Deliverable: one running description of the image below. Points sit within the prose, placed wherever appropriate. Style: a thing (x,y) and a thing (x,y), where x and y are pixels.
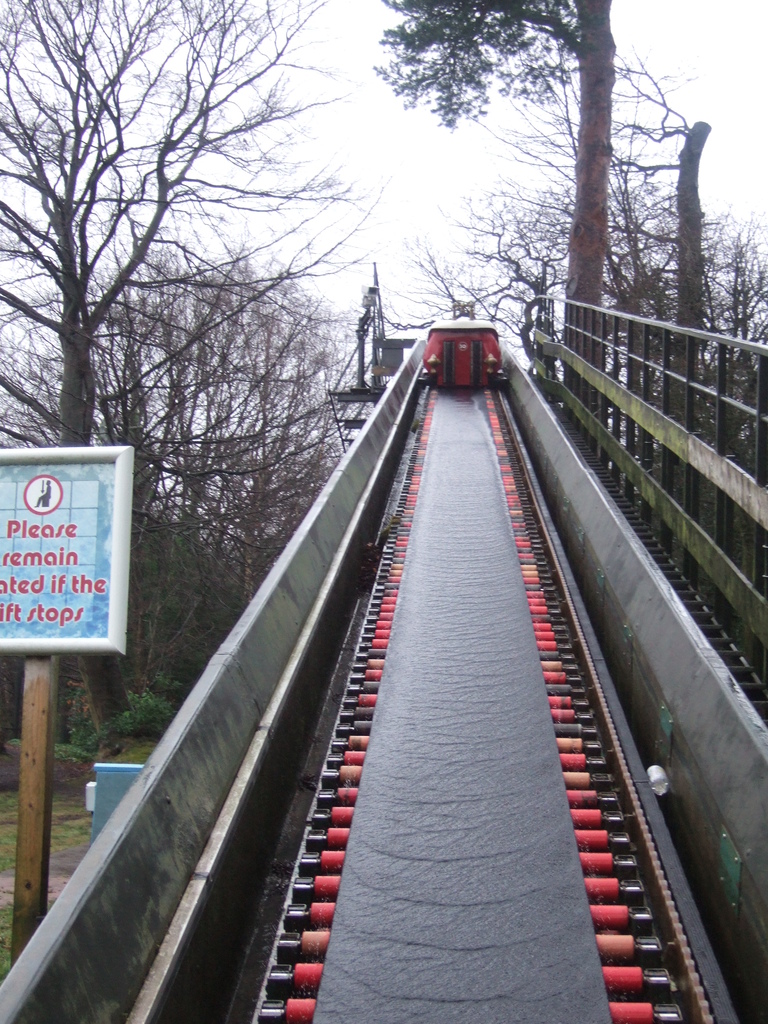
In the center of the picture (268,666) it is lift (489,597). On the right (668,430) there is hand railing (658,428). On the left (68,531) there is a board (71,545). In the background (122,365) there are trees (242,241) and sky (670,93).
